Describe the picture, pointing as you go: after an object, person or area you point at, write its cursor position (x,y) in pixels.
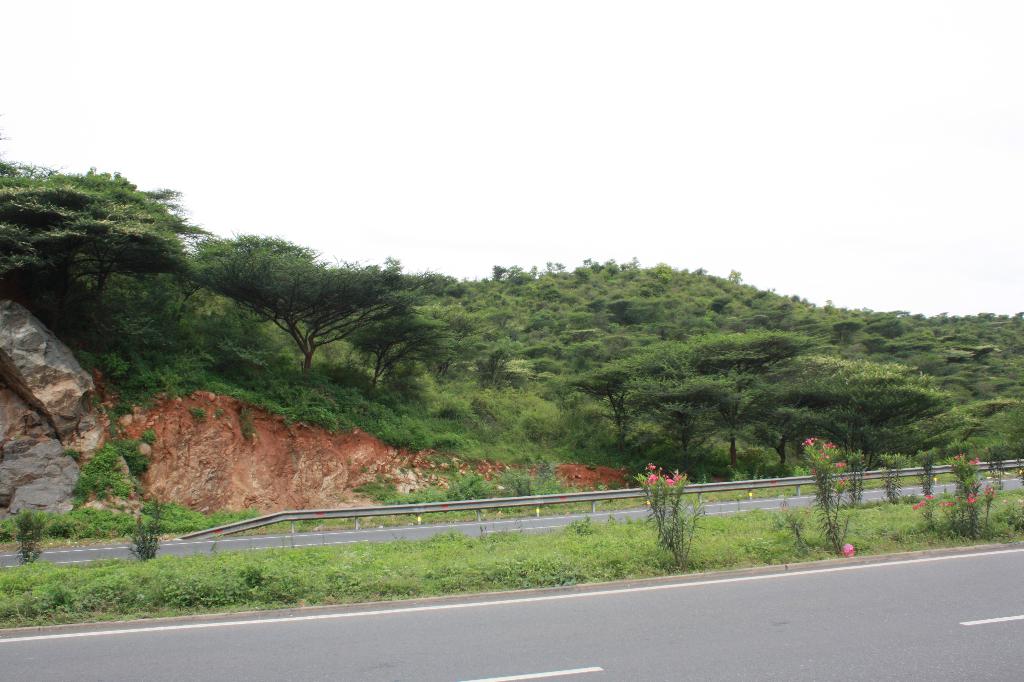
In this image we can see road (676,619), grass (565,531), plants (675,522), trees (677,408), hill (573,338) and sky (491,139).
